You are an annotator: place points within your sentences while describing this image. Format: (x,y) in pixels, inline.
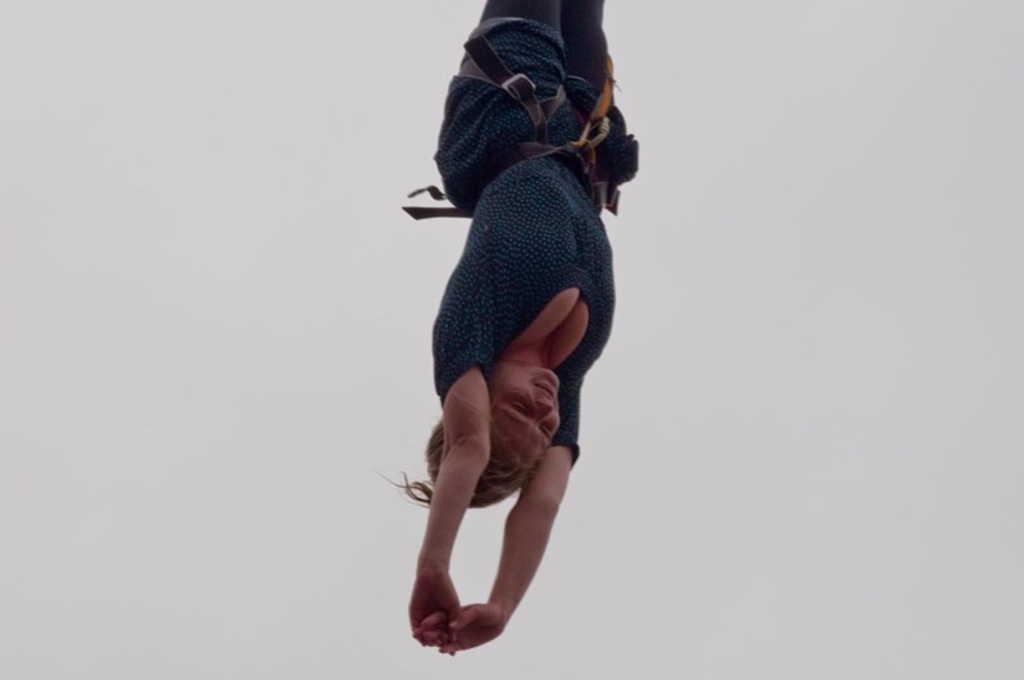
In this image I can see the person (503,300) wearing the blue and black color dress (511,242) and also belt (543,124). And there is a white background (37,486).
